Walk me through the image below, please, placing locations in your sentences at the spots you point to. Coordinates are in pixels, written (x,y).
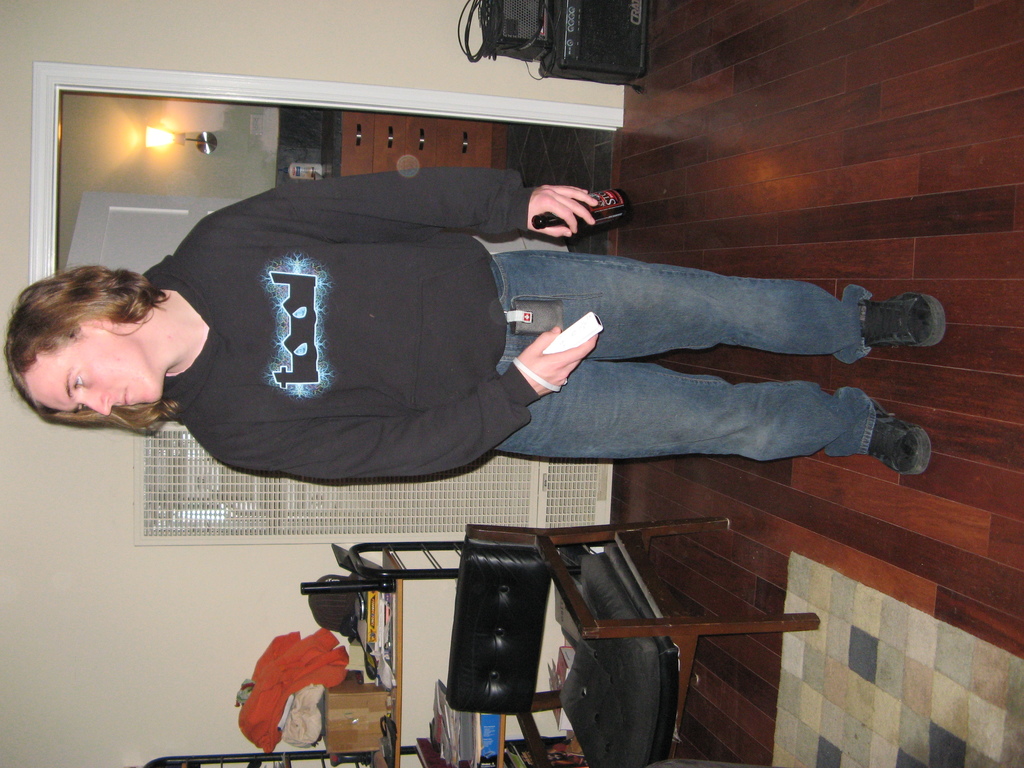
In the image there is a man (549,355) standing on the floor (688,356), he is holding a bottle (589,207) and some gadget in his hand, behind him there is another room (95,178) and on the left side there is a chair (456,643) and behind the chair (590,659) there is wooden storage rack (400,619), there are a lot of items (476,751) kept on those racks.
